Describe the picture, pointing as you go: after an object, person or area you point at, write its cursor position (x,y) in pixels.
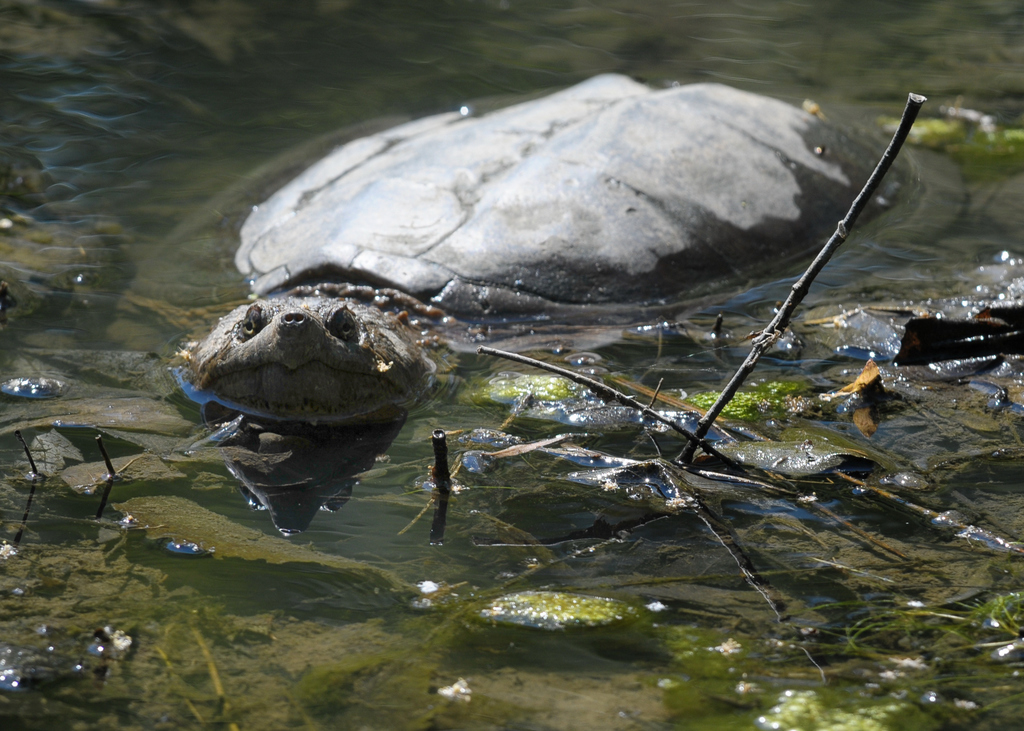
There is a tortoise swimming in the water (339,482).
